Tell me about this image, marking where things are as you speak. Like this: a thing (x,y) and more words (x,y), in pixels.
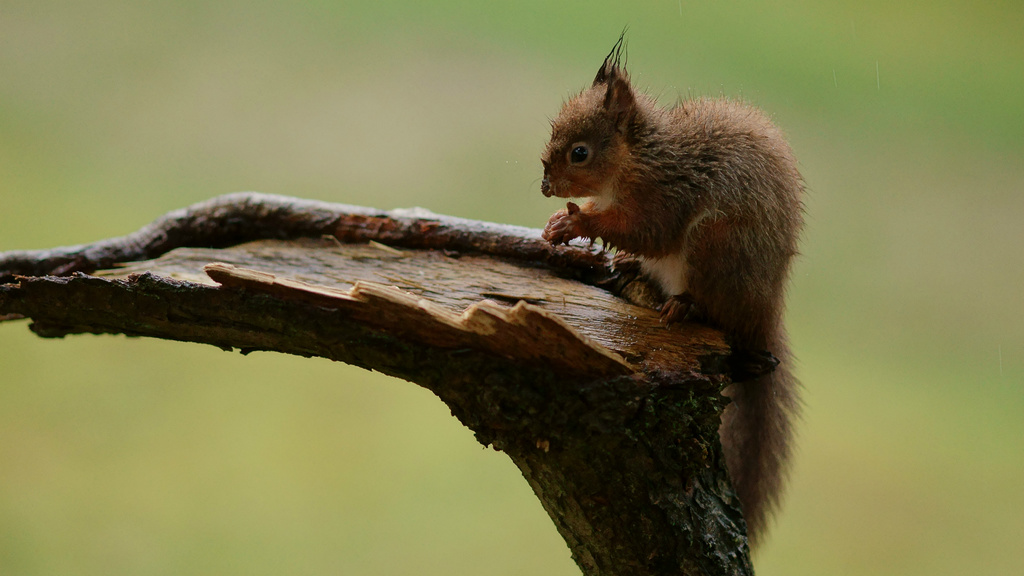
In this image we can see an animal (611,231) on the branch (651,339) of a tree (651,325).
